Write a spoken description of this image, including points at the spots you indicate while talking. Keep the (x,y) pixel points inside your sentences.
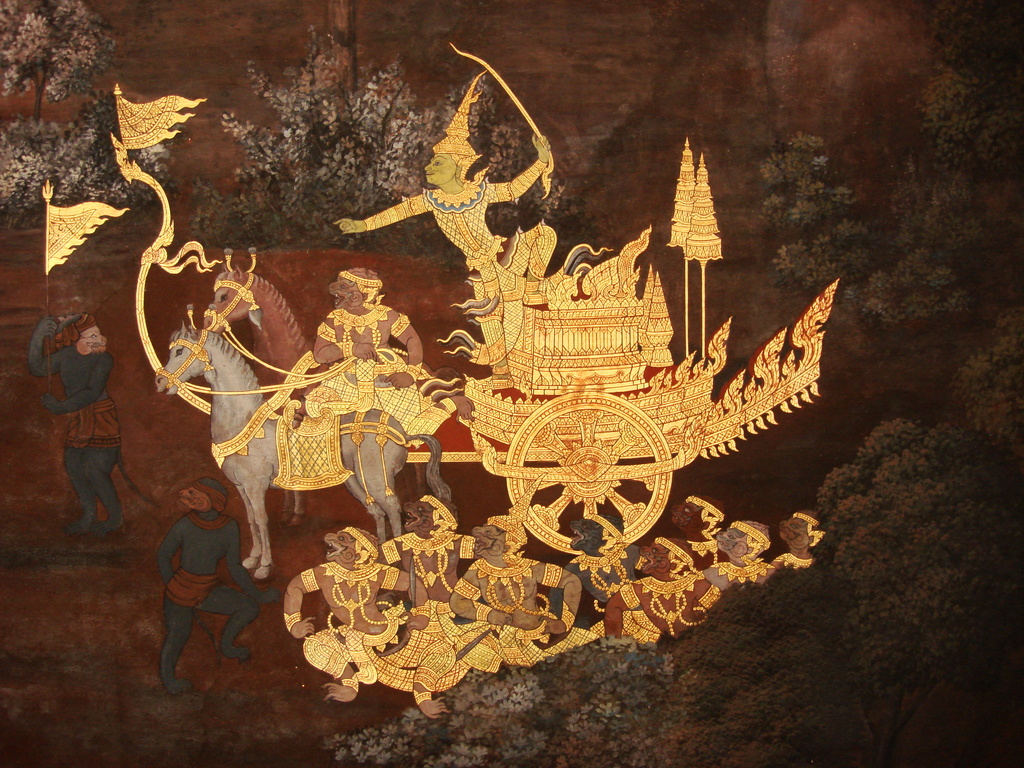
This image consists of an art (450,445). There is a horse cart (302,380) and there are a few people (334,391). There are a few trees (112,130).
